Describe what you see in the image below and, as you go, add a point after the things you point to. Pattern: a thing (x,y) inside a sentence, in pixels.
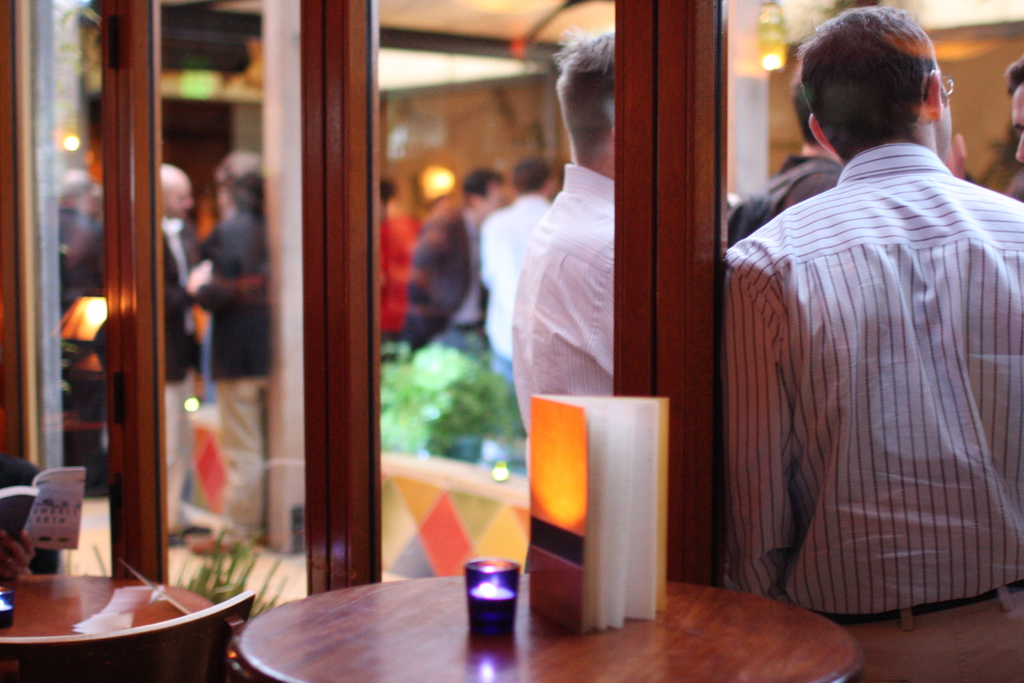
There is a book (589,487) on the table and there is a glass door (671,362) beside it and there are group of people (830,267) standing beside the glass door (681,234).
